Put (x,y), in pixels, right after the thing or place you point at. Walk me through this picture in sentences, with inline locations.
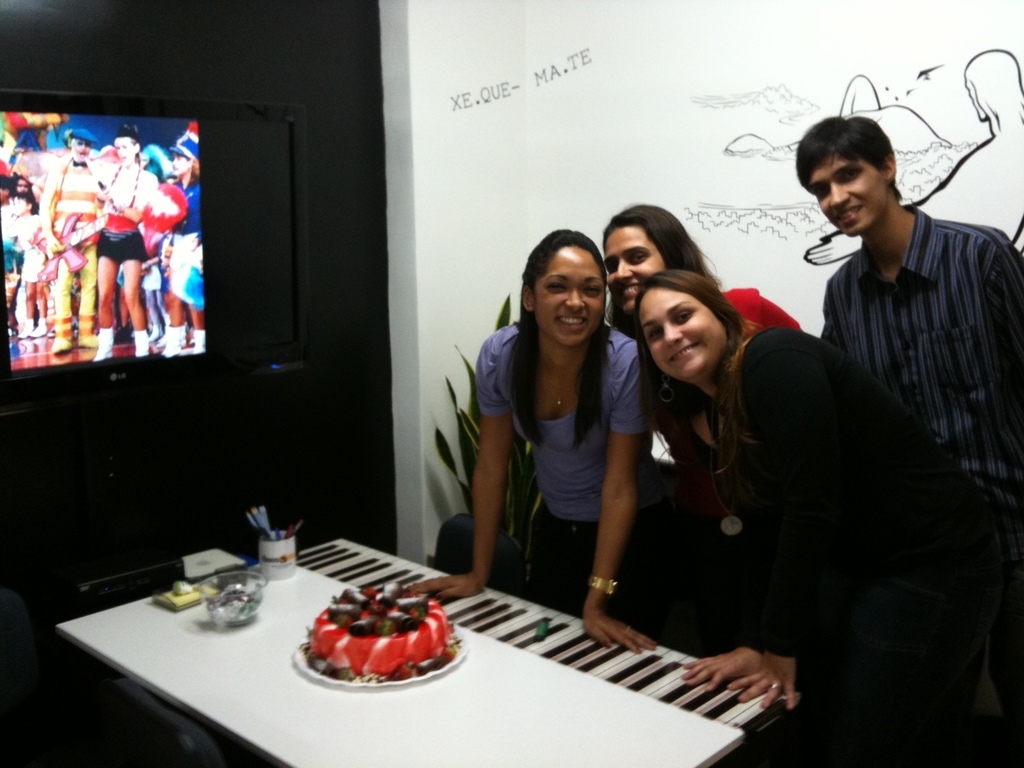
In the image we can see there are people (644,413) standing and on the table (350,713) there is a cake (411,629), there is a pen stand (270,557) and beside there is a tv screen (196,230) on the wall (345,430).
